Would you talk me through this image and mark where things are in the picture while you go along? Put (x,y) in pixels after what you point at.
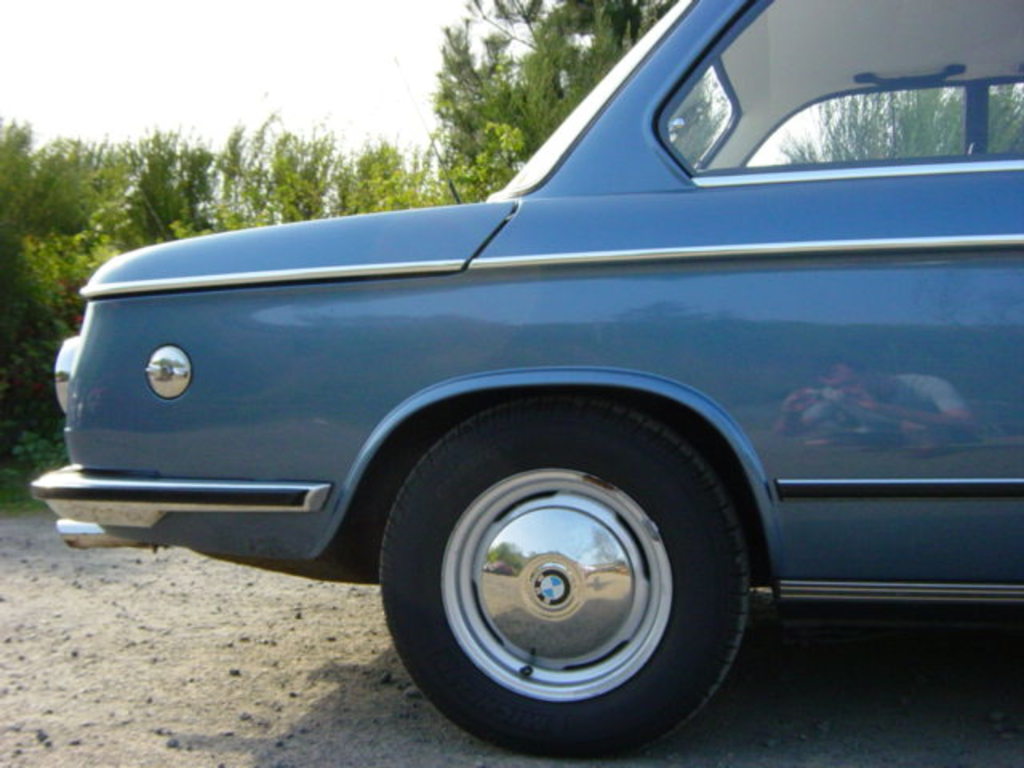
In the image we can see a vehicle (609,295), grass (19,499), trees (61,214), road (227,666) and a sky (321,71). In the reflection (811,413) we can see a person (838,429) wearing clothes (829,413).
